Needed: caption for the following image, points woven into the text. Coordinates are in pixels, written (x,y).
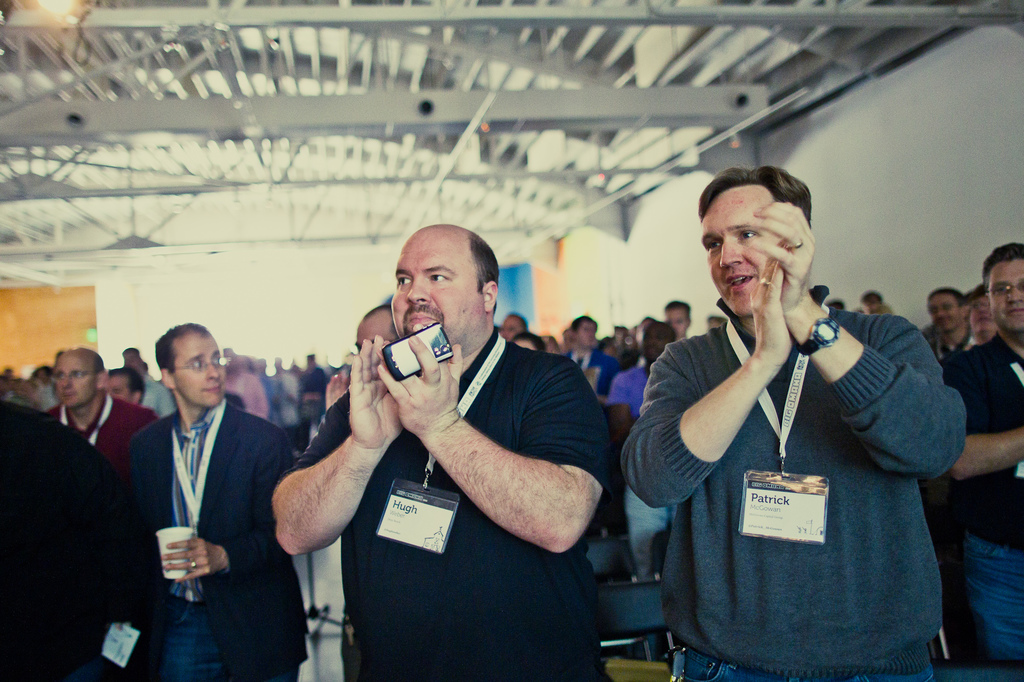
In this image, we can see many people (672,327) and are wearing id cards (470,388) and some are clapping and we can see a person (215,515) holding a glass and there is an other person (376,396) holding a mobile (400,358). In the background (335,232), there is a wall (602,255) and at the top (281,148), there is light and there are rods (380,114) and we can see roof (424,108).
